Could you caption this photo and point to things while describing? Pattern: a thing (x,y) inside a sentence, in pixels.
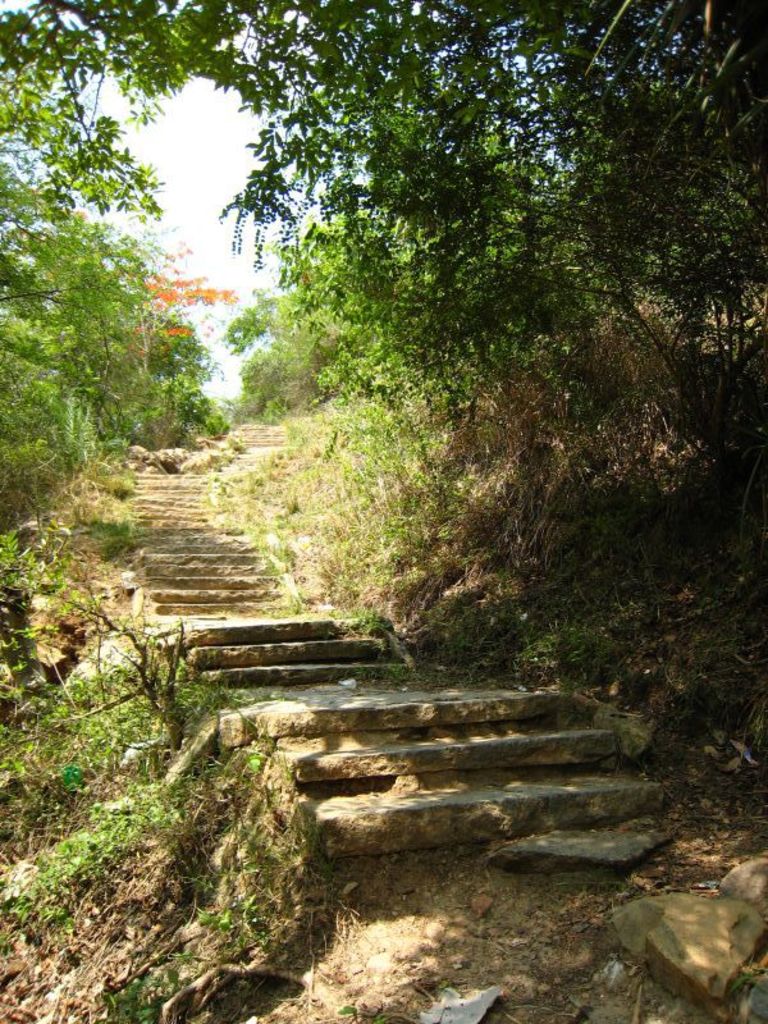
In this image we can see staircase (224,541), trees (336,360), plants (90,396), rocks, also we can see the sky (201,169).
